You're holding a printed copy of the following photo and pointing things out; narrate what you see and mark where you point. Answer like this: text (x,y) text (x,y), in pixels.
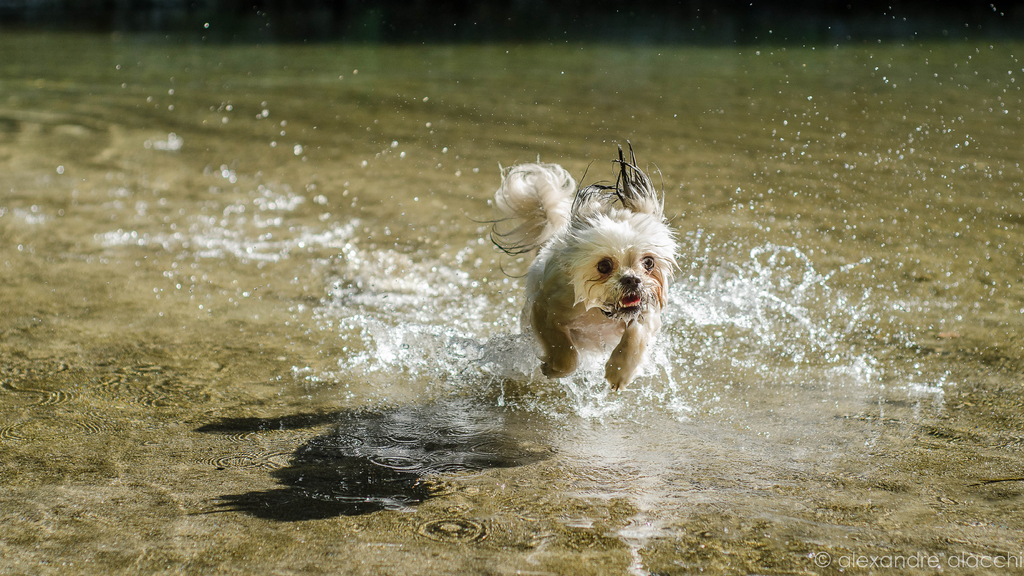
In this image I can see a dog (610,296) is running in the water (529,264). The background of the image (413,32) is blurred.
